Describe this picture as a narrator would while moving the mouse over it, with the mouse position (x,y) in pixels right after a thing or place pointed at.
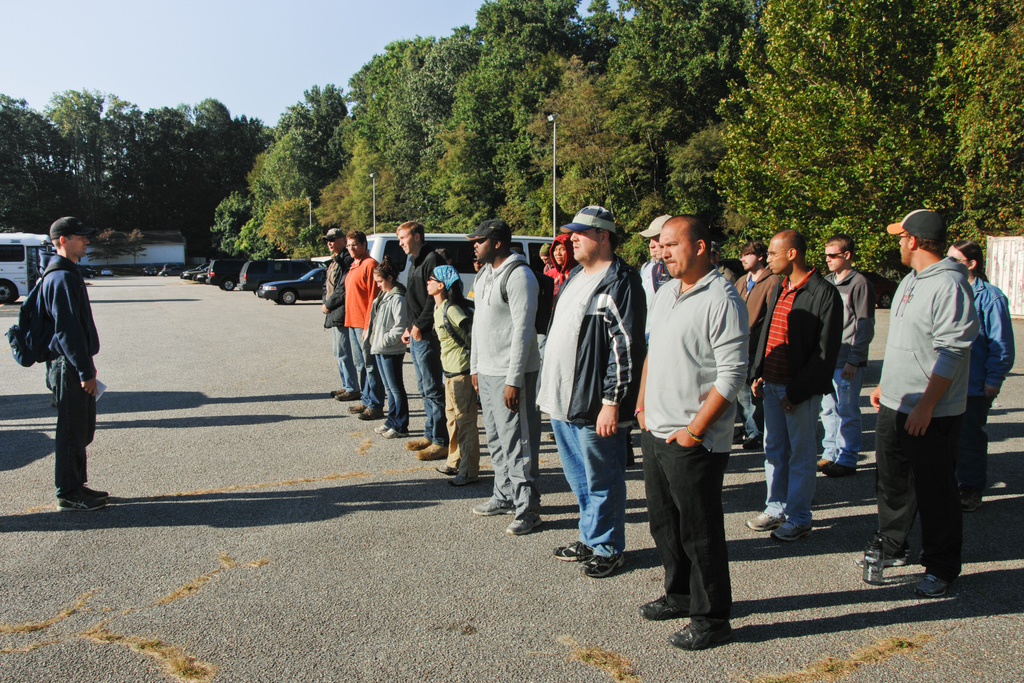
This image consists of many people (438,293) standing in a line on the road (353,500). To the left (59,313), the man (68,465) is wearing a backpack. In the background (22,236), there are many vehicles (305,273) parked on the road (131,283). And there are many trees (345,146). At the top (248,45), there is a sky (281,32). At the bottom (309,561), there is a road (268,620).
